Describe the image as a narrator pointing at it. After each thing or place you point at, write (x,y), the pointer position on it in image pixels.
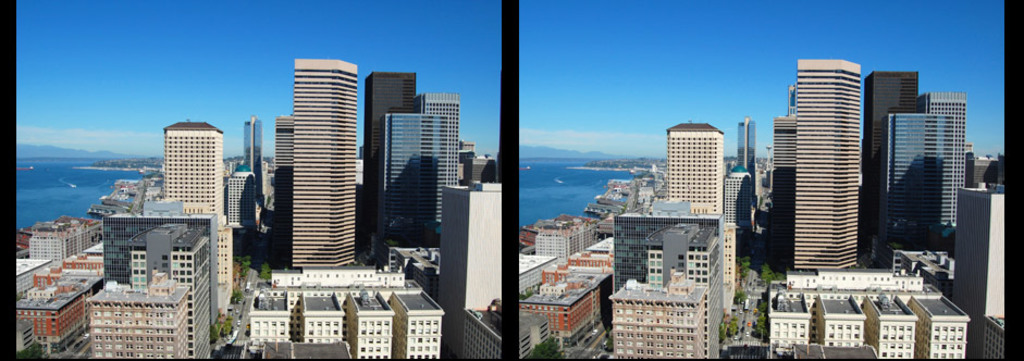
In this image I can see a collage of 2 images. There are many buildings (418,265) in the images and there is water (78,189) on the left (66,194).
